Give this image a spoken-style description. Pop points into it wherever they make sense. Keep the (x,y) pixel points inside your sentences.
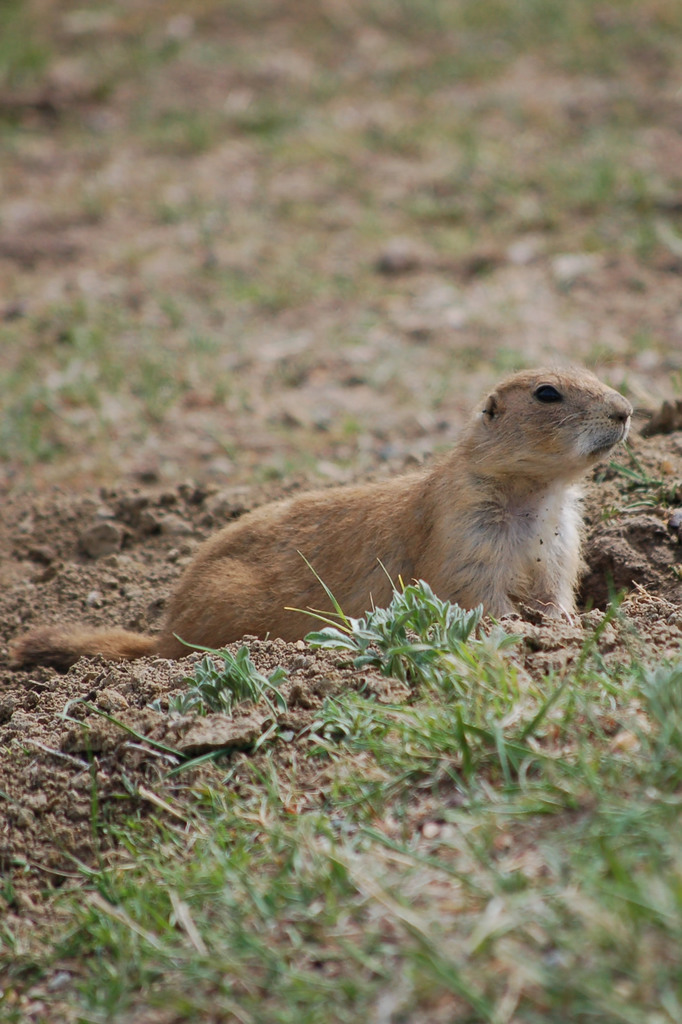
In the center of the image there is a animal (619,421). At the bottom of the image (317,834) there is grass (349,902).
